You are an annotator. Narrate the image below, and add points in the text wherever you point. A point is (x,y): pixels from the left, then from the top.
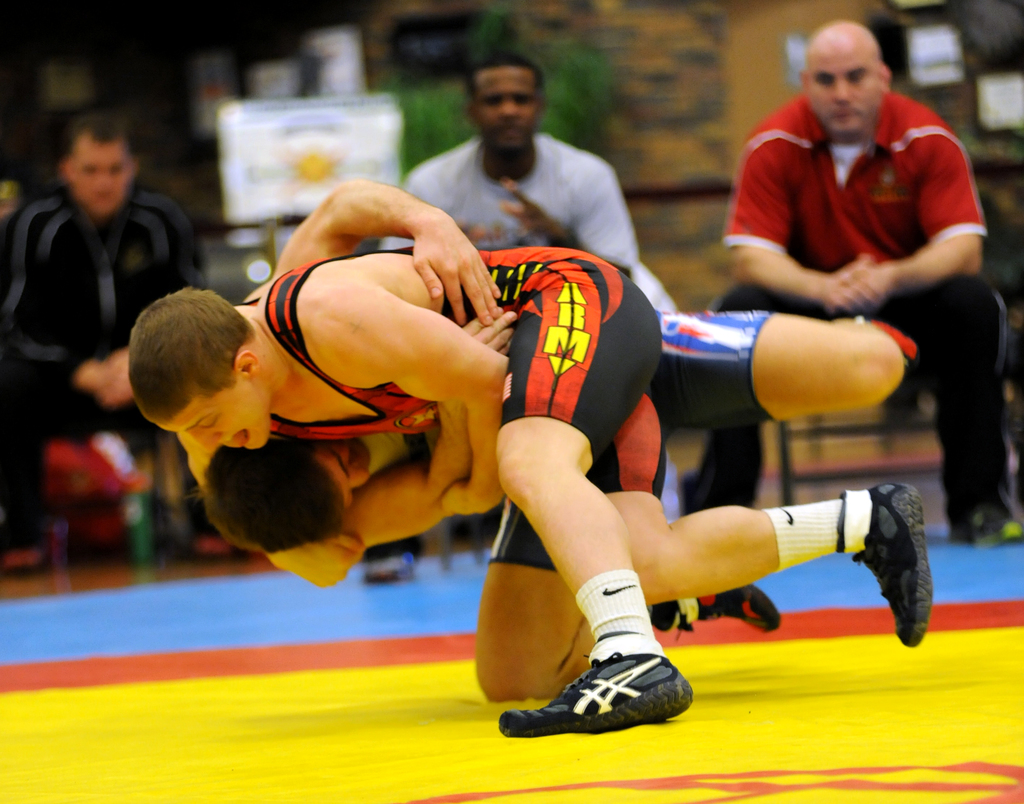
In the center of the image (494,445) we can see people (379,460) wrestling. In the background (931,186) there are people (52,428) sitting and we can see a board (318,151).
